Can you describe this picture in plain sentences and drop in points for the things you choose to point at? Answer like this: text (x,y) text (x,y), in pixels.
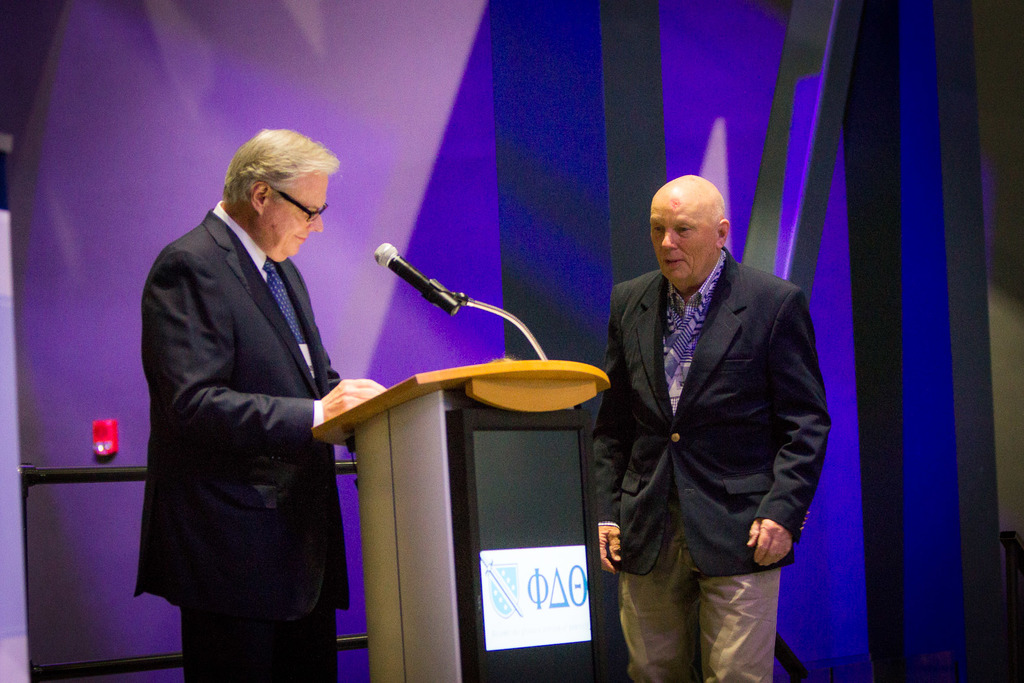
In this image we can see a man (238,331) wearing the glasses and standing in front of the podium (508,522) and also the mike (513,315). We can also see another man (677,375) wearing the suit (774,464) and standing. In the background (343,31) we can see the wall (588,105) and also some red color object (109,435) attached to the wall (134,542).
